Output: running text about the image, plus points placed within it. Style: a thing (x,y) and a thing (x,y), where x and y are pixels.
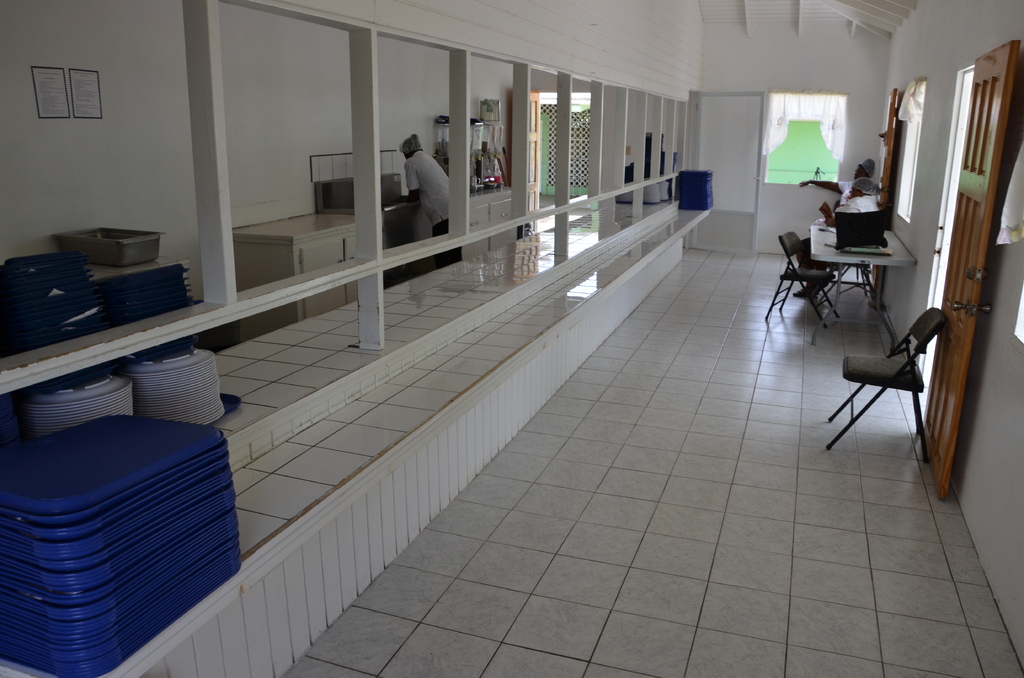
In this picture I can observe table (842,260) and chairs (822,274) on the right side (838,272). On the left side (26,510) I can observe blue color plates (142,460) and a person (430,202) standing on the floor (862,293). In the background (390,142) I can observe wall (685,79).
